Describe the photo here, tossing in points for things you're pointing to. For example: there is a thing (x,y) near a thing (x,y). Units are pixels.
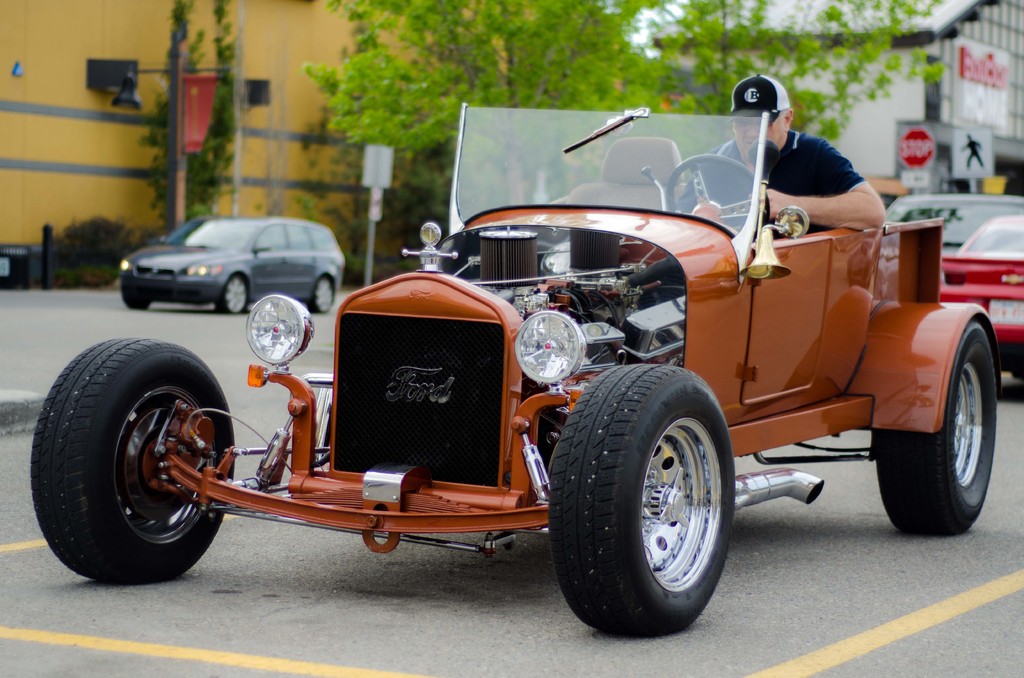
In this image, we can see person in the vehicle (505,255) and in the background (133,165), there are some other vehicles (950,235) and we can see boards (205,93), trees (399,70), poles (180,99), buildings (259,53) and a light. At the bottom (740,640), there is a road (767,603).
